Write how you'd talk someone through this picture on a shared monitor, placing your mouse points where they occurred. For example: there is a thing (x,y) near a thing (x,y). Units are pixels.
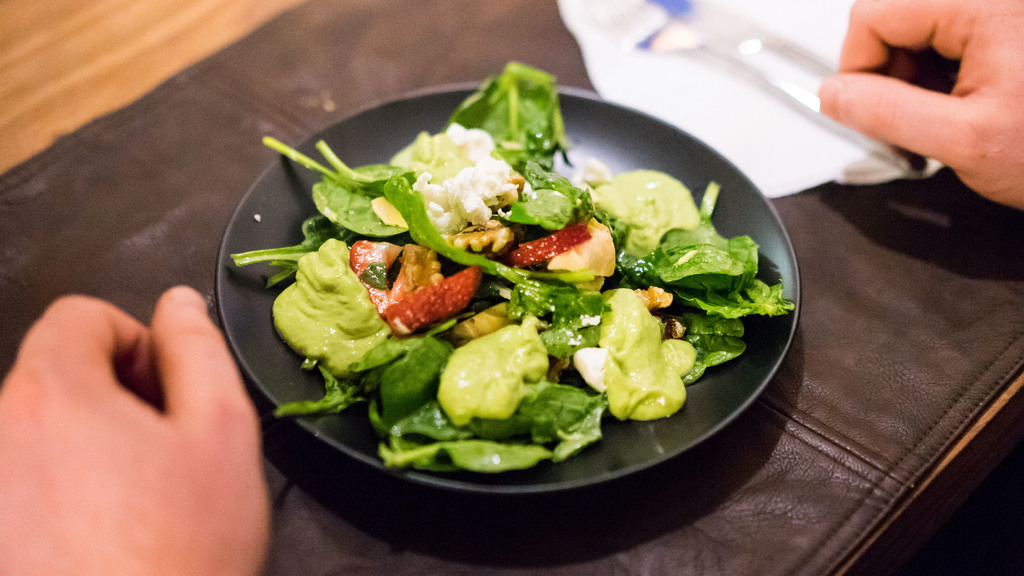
In this image I can see a brown colored table (113,51) and on the table (123,11) I can see the brown colored sheet (155,202) and on it I can see a black colored plate (271,199). In the plate (282,201) I can see a salad (363,249) which is green, red and white in color. I can see persons hands (186,398) and a tissue (769,24) with few spoons (748,43) on it.
